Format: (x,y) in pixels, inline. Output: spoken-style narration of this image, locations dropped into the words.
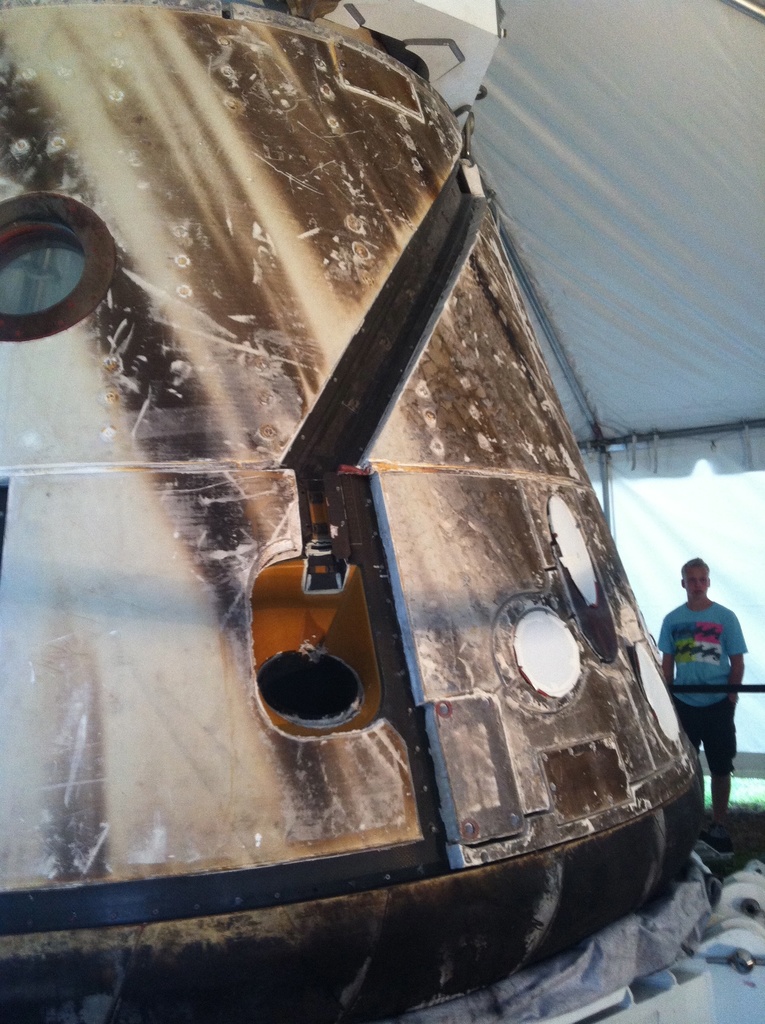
In this image we can see some object (319,294), in front of the object (493,607) there is a person (711,632) standing under the tent (659,277).
